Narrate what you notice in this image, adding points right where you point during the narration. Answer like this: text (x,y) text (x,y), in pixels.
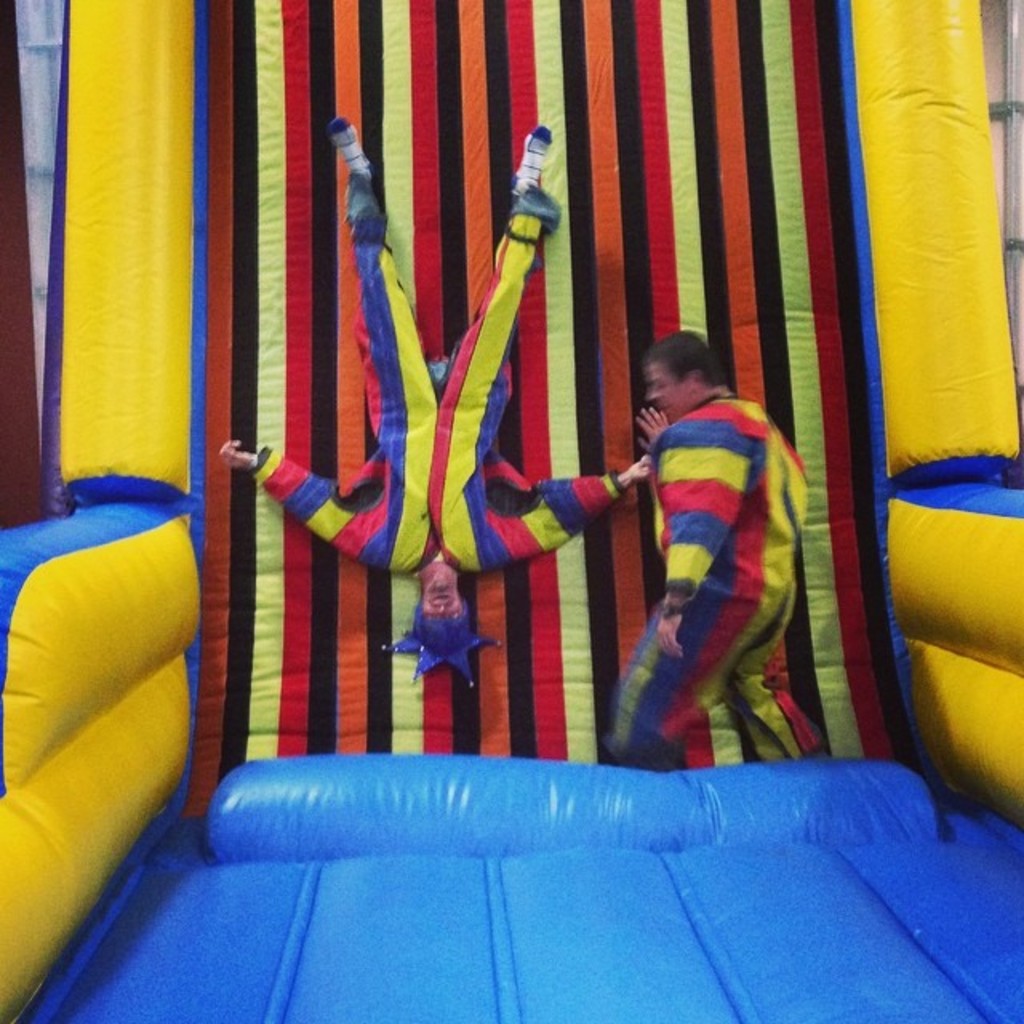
In this image we can see two persons (425,580). And the background (226,190) is very colorful.
